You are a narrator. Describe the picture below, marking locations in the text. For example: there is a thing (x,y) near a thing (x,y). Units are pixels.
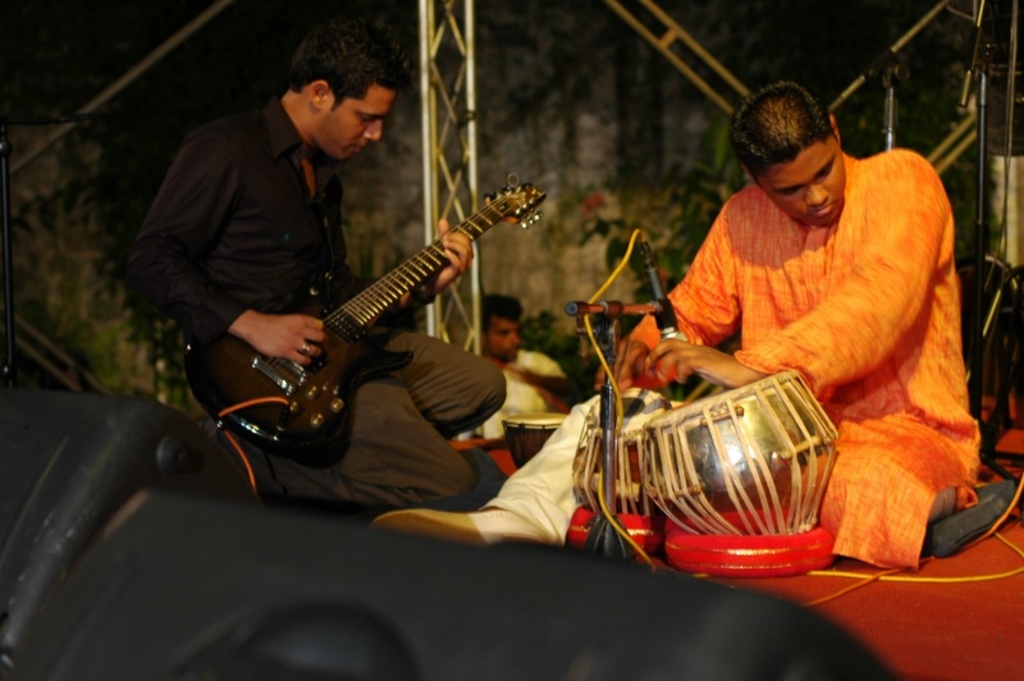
In this image there are two men (302,175) in which one of them is playing the guitar (309,378) while the other is playing the tabla (647,396) and there is a mic (668,314) in front of him. At the background (442,91) there is iron stand (473,99) and a person (512,324).
